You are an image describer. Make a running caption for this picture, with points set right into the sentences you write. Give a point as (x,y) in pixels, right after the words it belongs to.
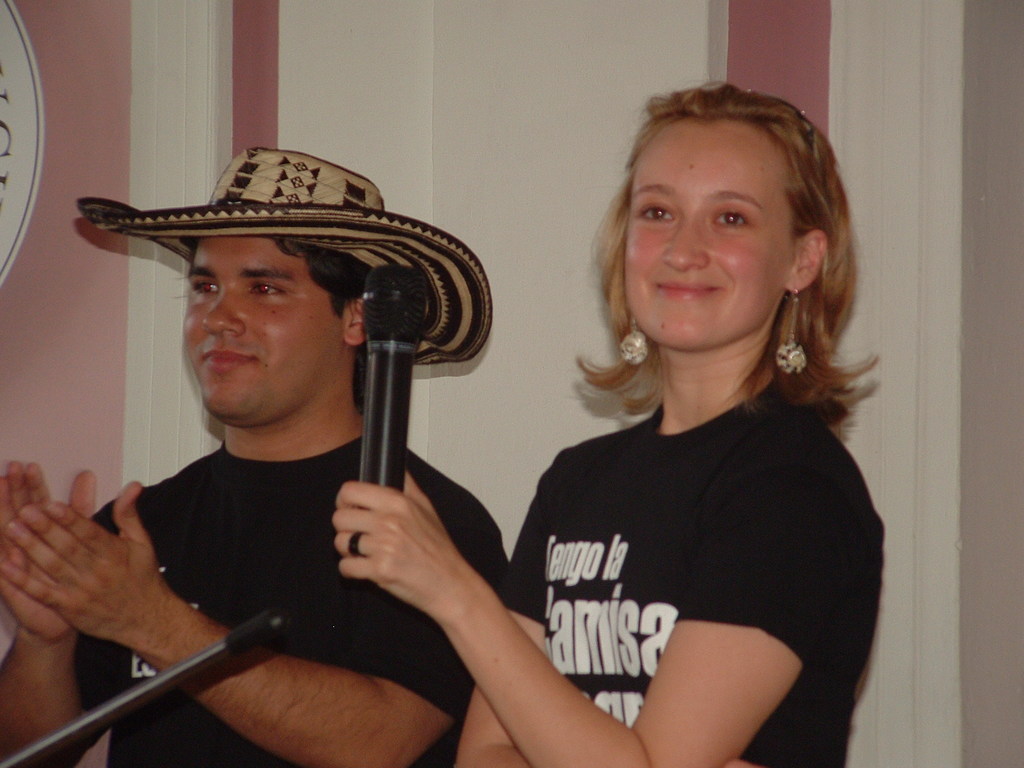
In this image I see a man (319,549) and a woman (582,483) and I see that both of them are smiling and I see that this man (315,472) is wearing a hat (437,275) and I see that this woman (803,667) is holding a mic (393,434) and I see that both of them are wearing black t-shirts (461,530) and in the background (74,398) I see the wall (104,436) which is of white and pink in color.
